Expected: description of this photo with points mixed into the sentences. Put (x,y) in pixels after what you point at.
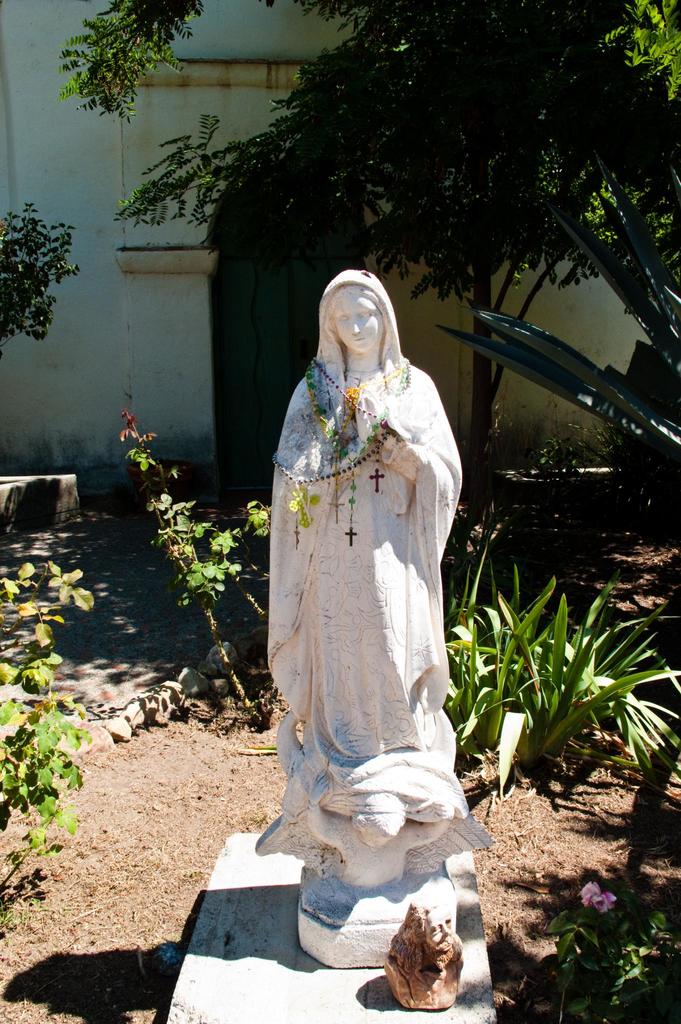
In this image I can see a statue of a woman (396,756) with some cross marks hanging on her neck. I can see another stone (443,938) at the bottom of the image (384,953). I can see plants (470,679), trees (474,171), a building (279,62) and its entrance (242,257) behind the statue (331,325).
